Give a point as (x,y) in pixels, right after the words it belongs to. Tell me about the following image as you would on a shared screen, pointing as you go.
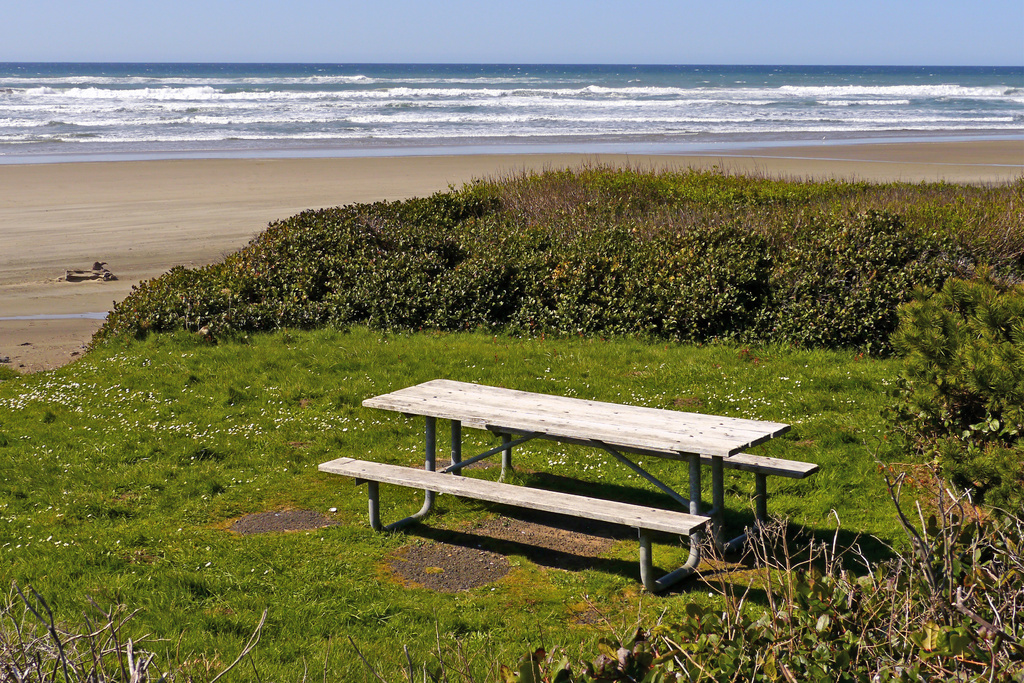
In this image there is a wooden bench (508,461) in the middle (647,443). In the background (173,101) there is an ocean (336,76). This image is taken in the beach (298,207). There are plants (694,261) around the bench (516,444). Beside the ocean (206,145) there is sand (59,223).
